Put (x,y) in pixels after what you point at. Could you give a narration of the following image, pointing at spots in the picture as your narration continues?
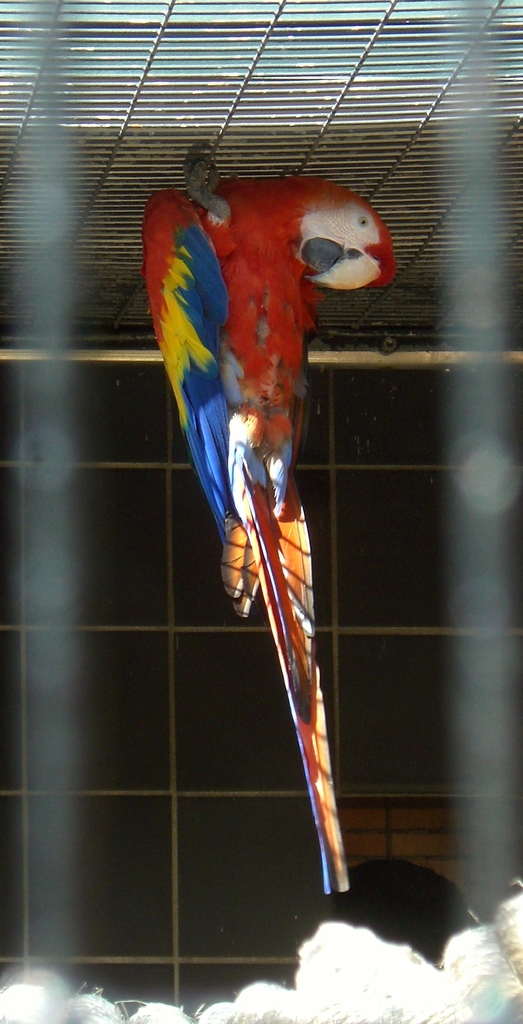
In this image I can see a bird (226,515) in a cage (508,393).
